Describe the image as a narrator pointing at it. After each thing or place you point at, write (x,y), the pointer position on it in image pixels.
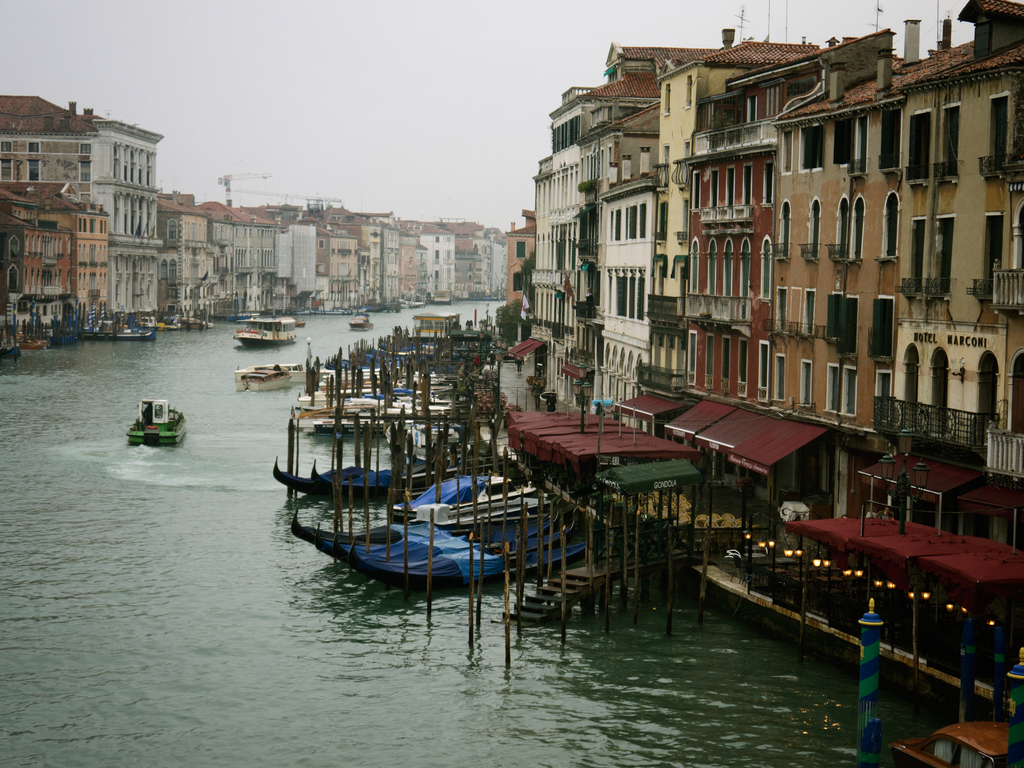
In the center of the image (436,307) there is a canal (314,660) and we can see boats (402,484) on the canal (166,352). In the background (43,276) there are buildings (744,282) and sky (500,199).
